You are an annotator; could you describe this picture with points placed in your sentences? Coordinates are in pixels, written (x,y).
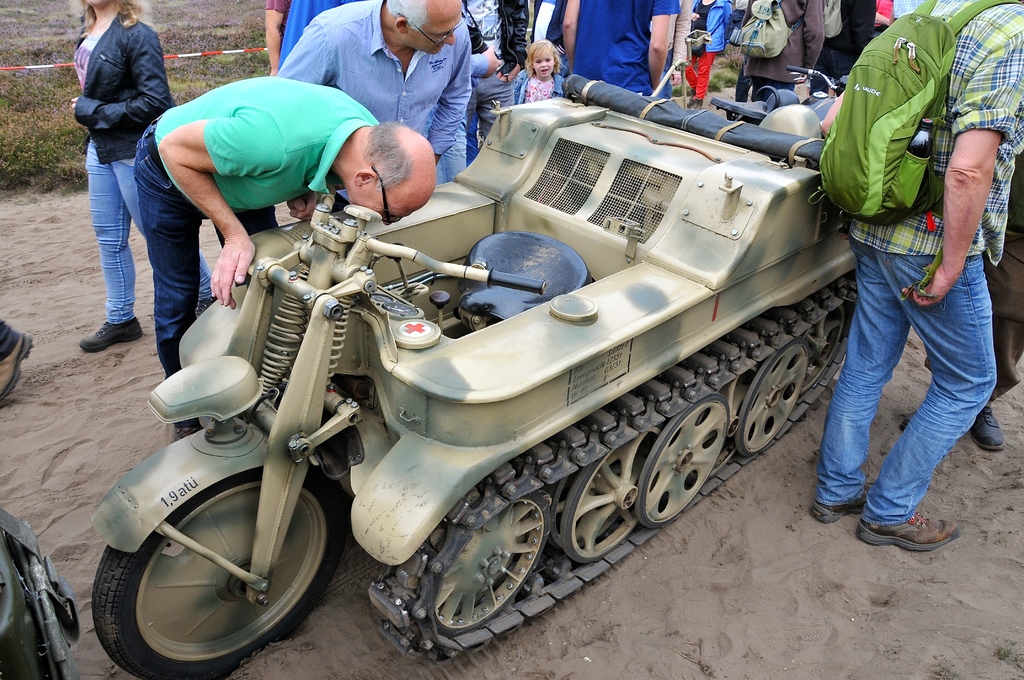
In this image we can see a vehicle (383,458) placed on the surface (575,628). We can also see a group of people (260,186) standing around it. On the backside (167,76) we can see some grass (208,73), plants (60,85), a ribbon (167,59).
